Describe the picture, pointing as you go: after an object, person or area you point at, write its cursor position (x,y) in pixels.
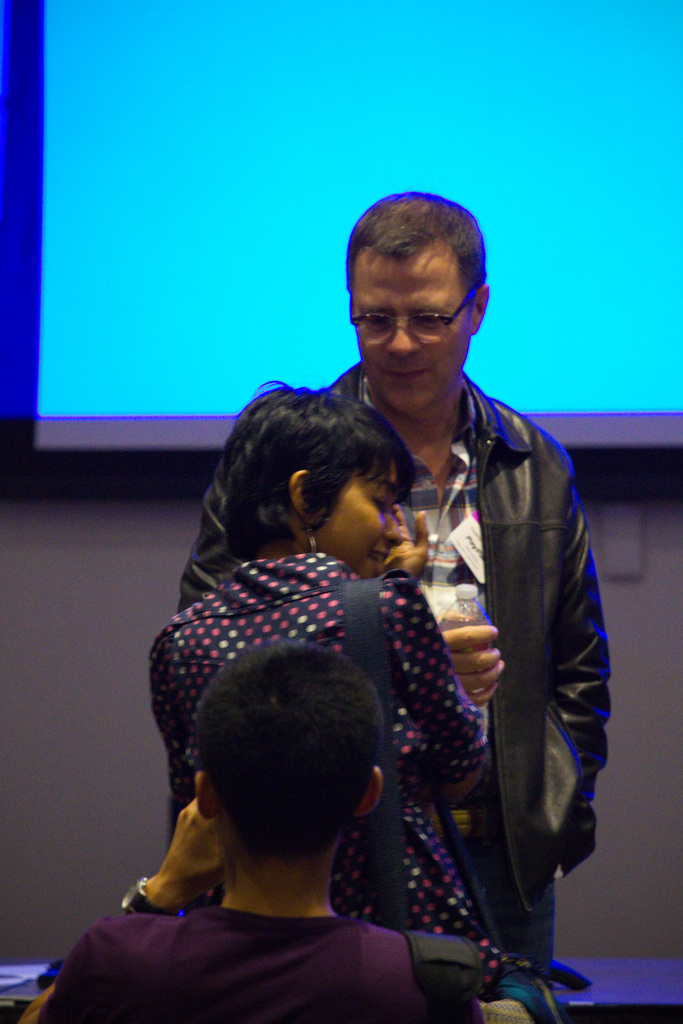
In this image we can see a man (524,575) holding the water bottle (468,593) and standing. We can also see a woman (293,464) wearing the bag (371,661). There is also another person (247,884). In the background (2,907) we can see the wall (40,550) and also the display screen (564,274).
